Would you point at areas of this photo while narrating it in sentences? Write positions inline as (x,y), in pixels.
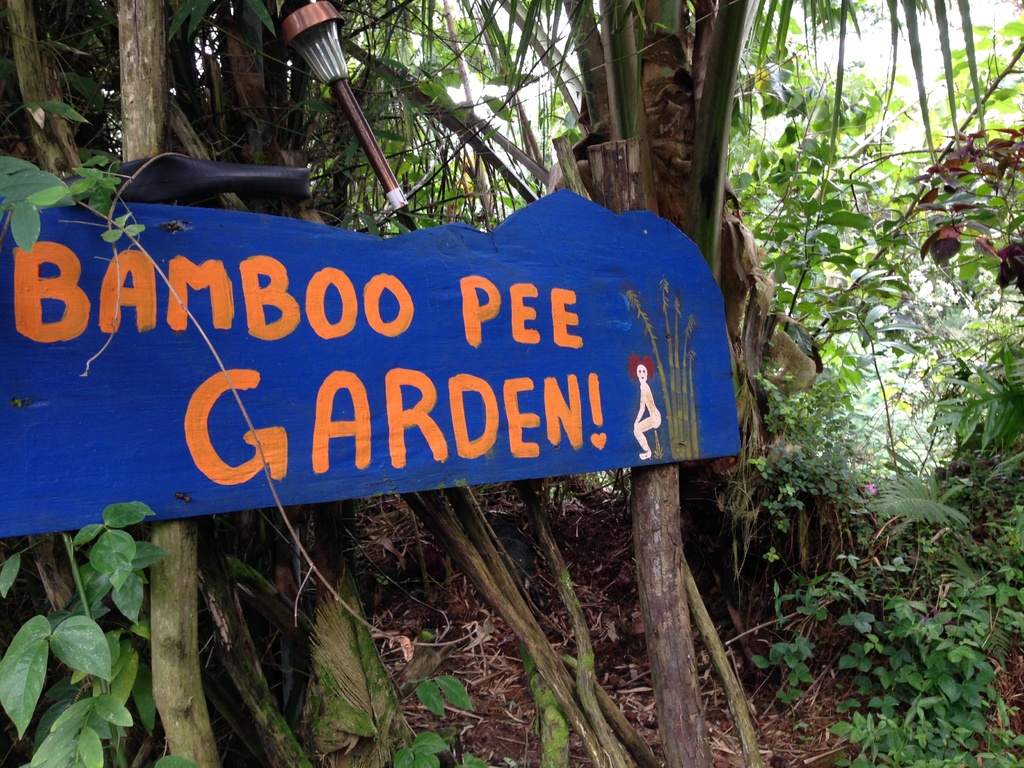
In this image in the front (357,360) there is a board (388,412) with some text (368,418) written on it and in the background (910,281) there are trees (902,307).
